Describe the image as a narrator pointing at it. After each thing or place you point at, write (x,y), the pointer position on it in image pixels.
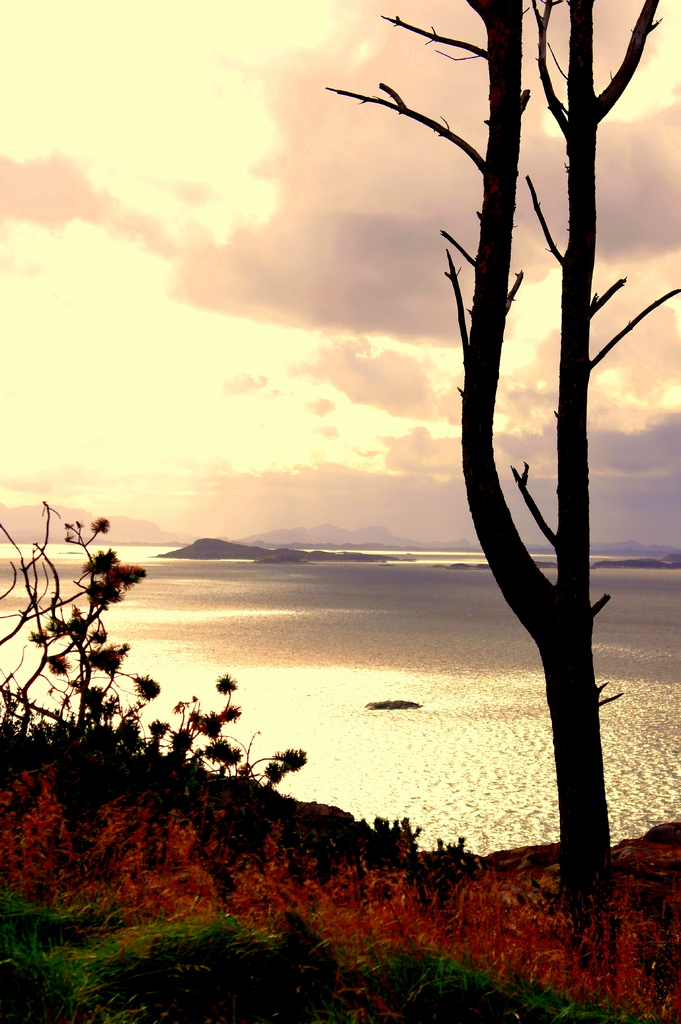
In this image, at the bottom (378,916) it seems like fire (259,891) and there are plants (447,927). On the right (566,698) there is a tree (593,657). In the background (458,693) there are hills (291,551), water (363,635), sky (283,381) and clouds (312,228).
